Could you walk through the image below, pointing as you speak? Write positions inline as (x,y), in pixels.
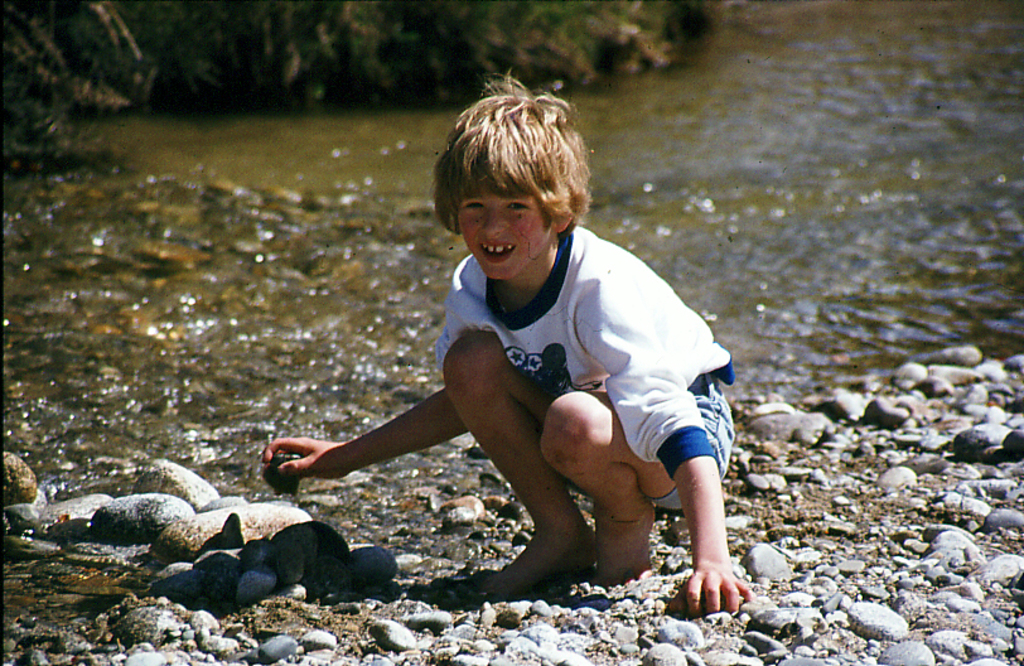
In this image, I can see a boy (563,467) in squat position. At the bottom of the image (556,613), I can see the rocks (879,568) and there is water (258,287). In the background (187,64), those are looking like the plants (375,34).
